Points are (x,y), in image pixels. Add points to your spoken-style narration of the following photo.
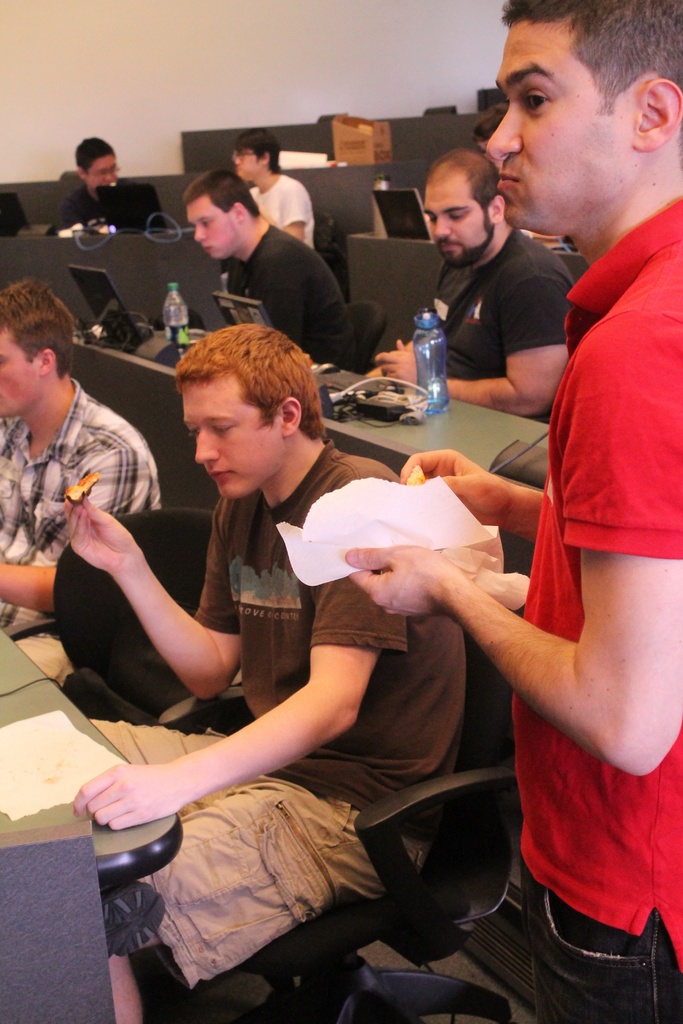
On the right side (520,634) there is a man (575,699) standing and holding papers (401,537) and food item (416,479). There are many people (27,287) sitting on chairs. There are tables (22,676). On the tables (384,277) there are laptops (94,274), bottles (176,319) and many other items (350,393). In the back (228,69) there is a wall (250,63).
